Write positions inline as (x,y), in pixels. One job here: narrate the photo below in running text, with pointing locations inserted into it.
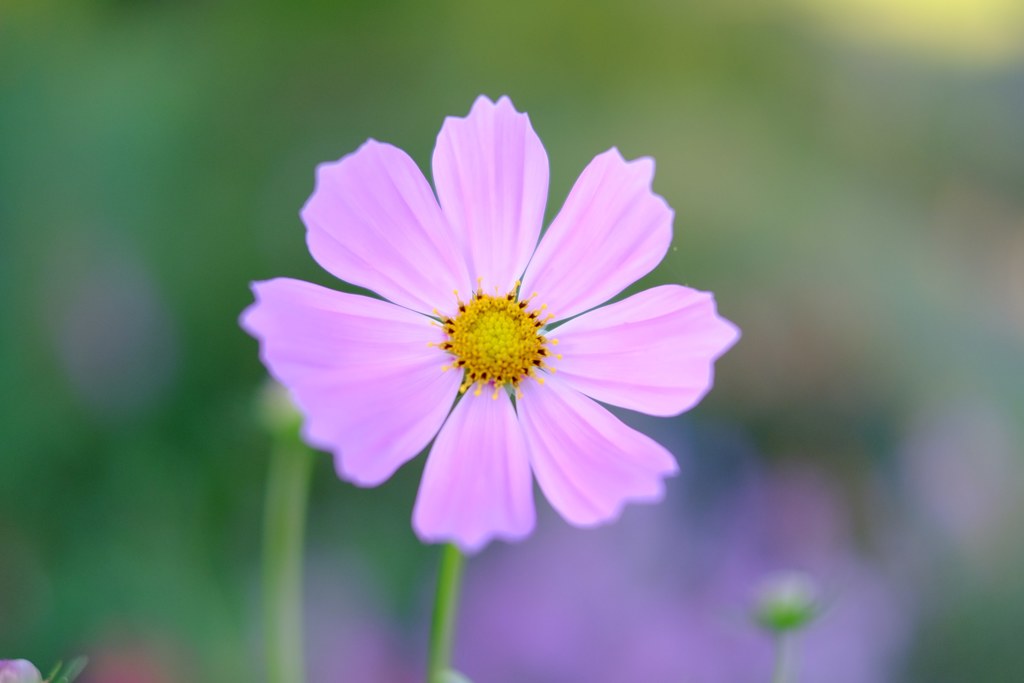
In this picture, I can see a flower (565,441) It is purple in color and few flowers (810,591) on the side.
